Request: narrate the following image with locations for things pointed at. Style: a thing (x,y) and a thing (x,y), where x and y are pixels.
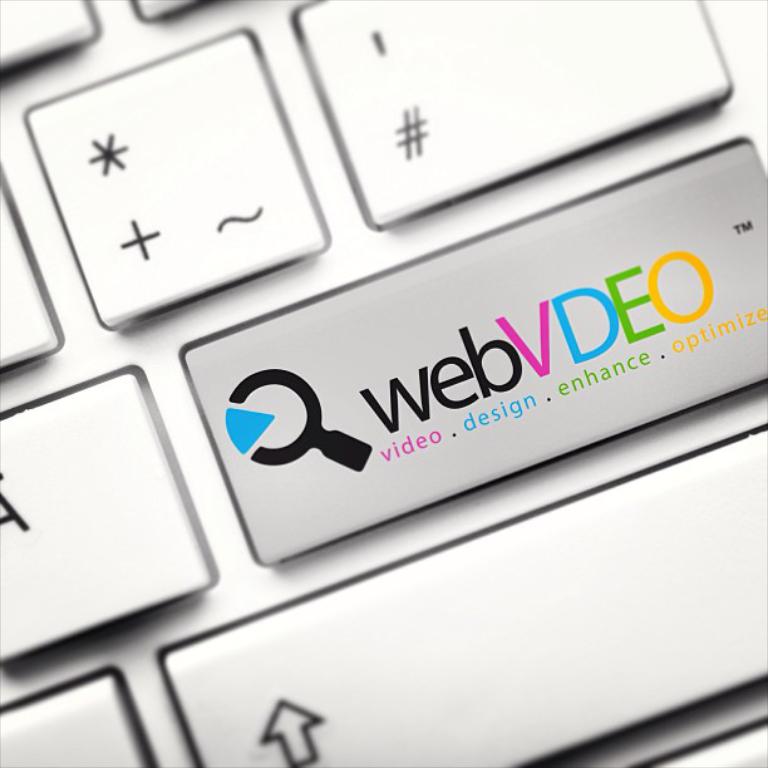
These are the keys (406,692) with letters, symbols (106,152) and an arrow mark (308,722). I can see the trademark symbol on the key (540,444).
